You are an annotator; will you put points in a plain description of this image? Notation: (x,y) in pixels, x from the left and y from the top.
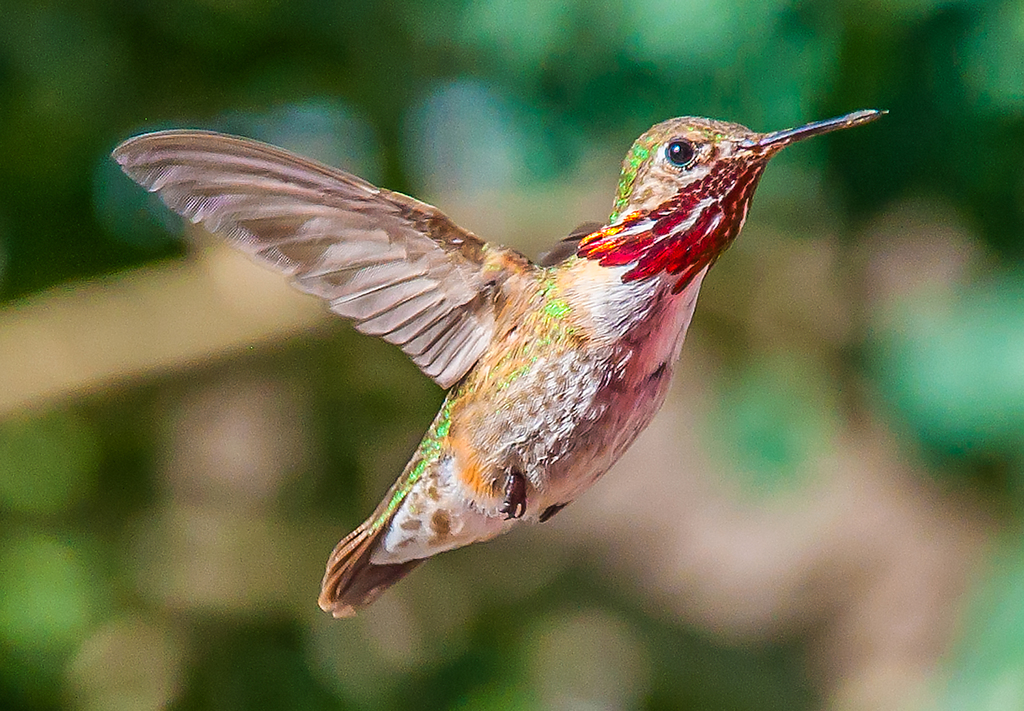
In this image, we can see a bird (633,179) in the air, the background of the image (46,554) is blurred.
